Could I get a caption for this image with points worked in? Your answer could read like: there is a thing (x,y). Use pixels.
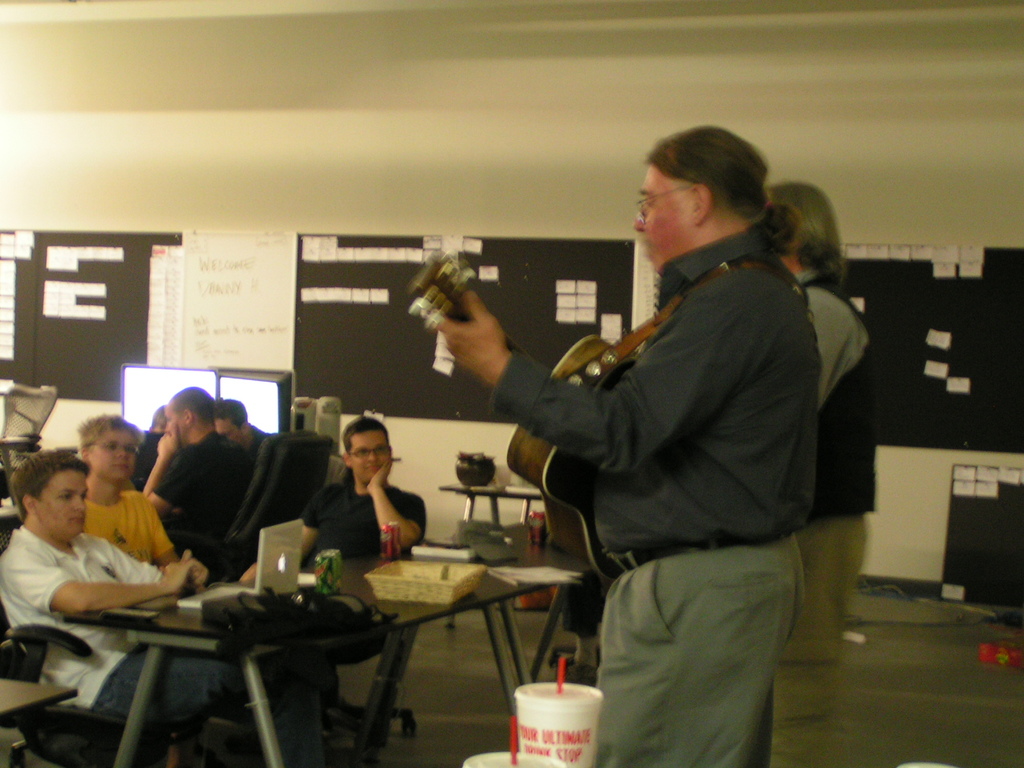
Few people (168,665) sitting on chairs (25,657) and these people (673,482) are standing and this person (652,436) holding a guitar (464,273). We can see laptop (267,587), bag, papers (553,571) and objects (431,592) on the table (553,557). In the background (368,343) we can see papers (158,277) on board (143,246), wall (261,205) and objects (304,430).
